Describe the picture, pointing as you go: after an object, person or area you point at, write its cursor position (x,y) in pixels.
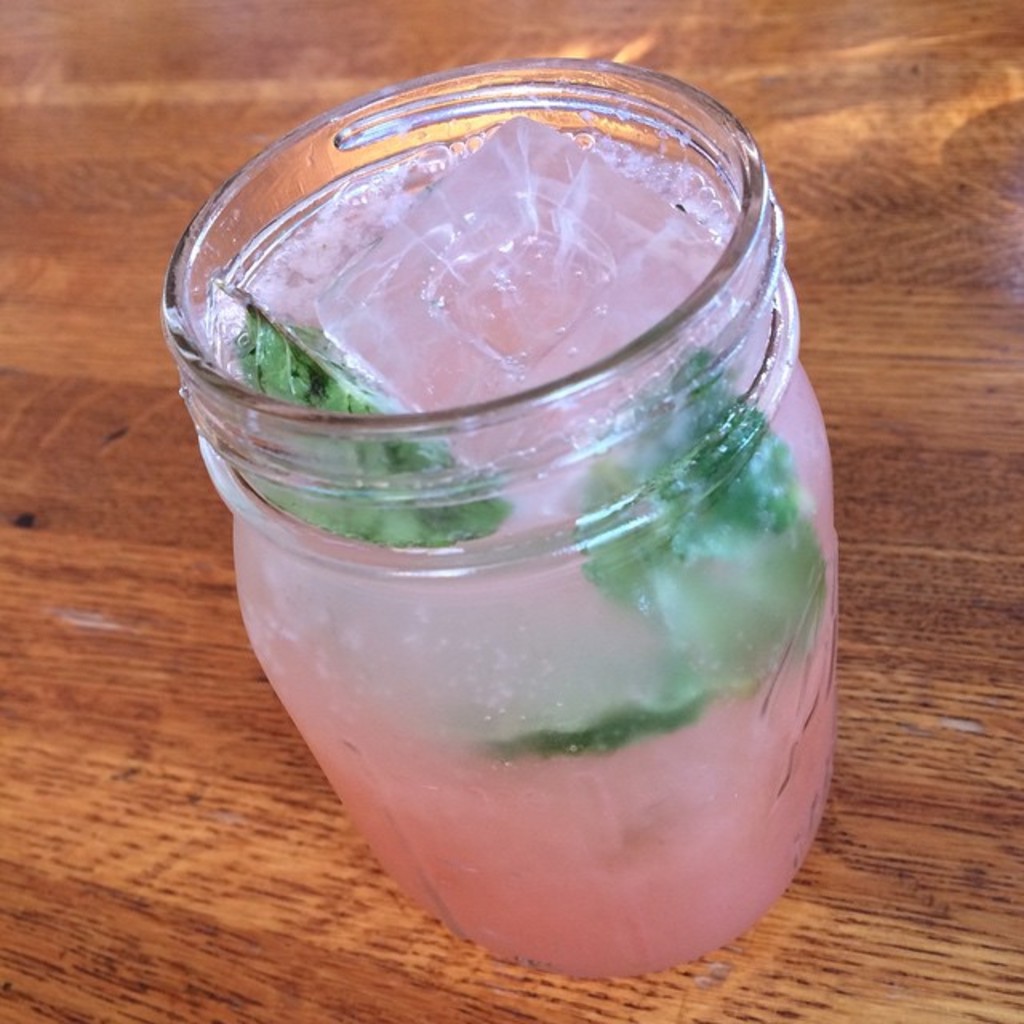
In the middle of this image (495,583), there is a bottle (527,409) having ice cube (420,309), leaves (263,328) and pink color juice (644,858) in it. This bottle (704,628) is placed on a wooden table (321,782). And the background (871,245) is brown in color.
